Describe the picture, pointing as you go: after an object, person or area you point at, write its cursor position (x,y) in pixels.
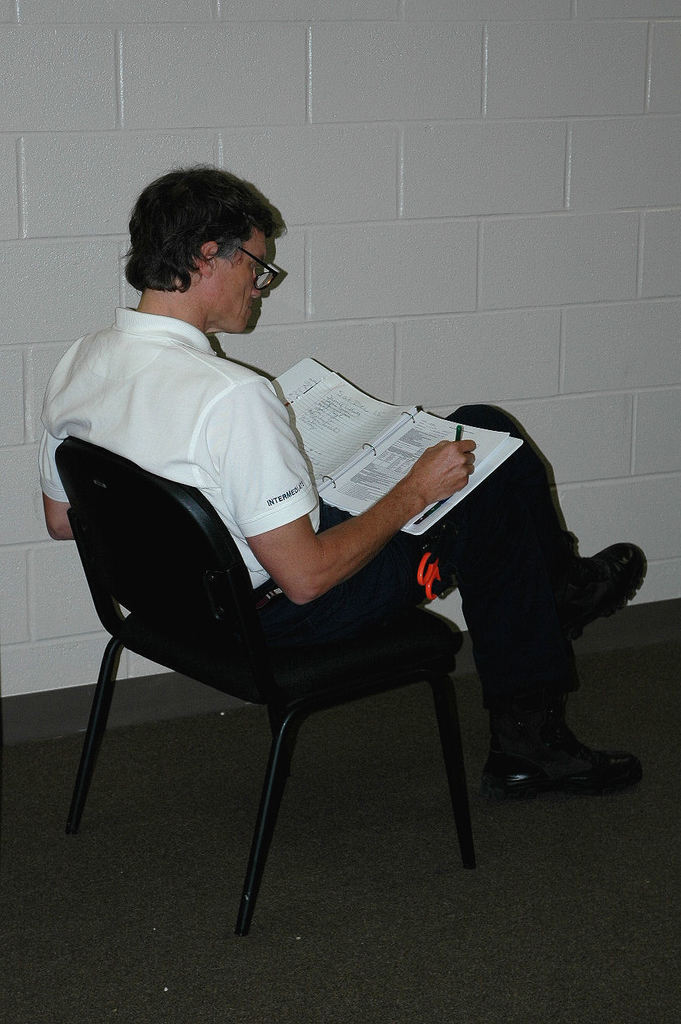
In this picture we can see a man (325,541) is sitting on a chair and holding a book (363,468), he is writing something, in the background (422,389) there are some tiles (418,207).
